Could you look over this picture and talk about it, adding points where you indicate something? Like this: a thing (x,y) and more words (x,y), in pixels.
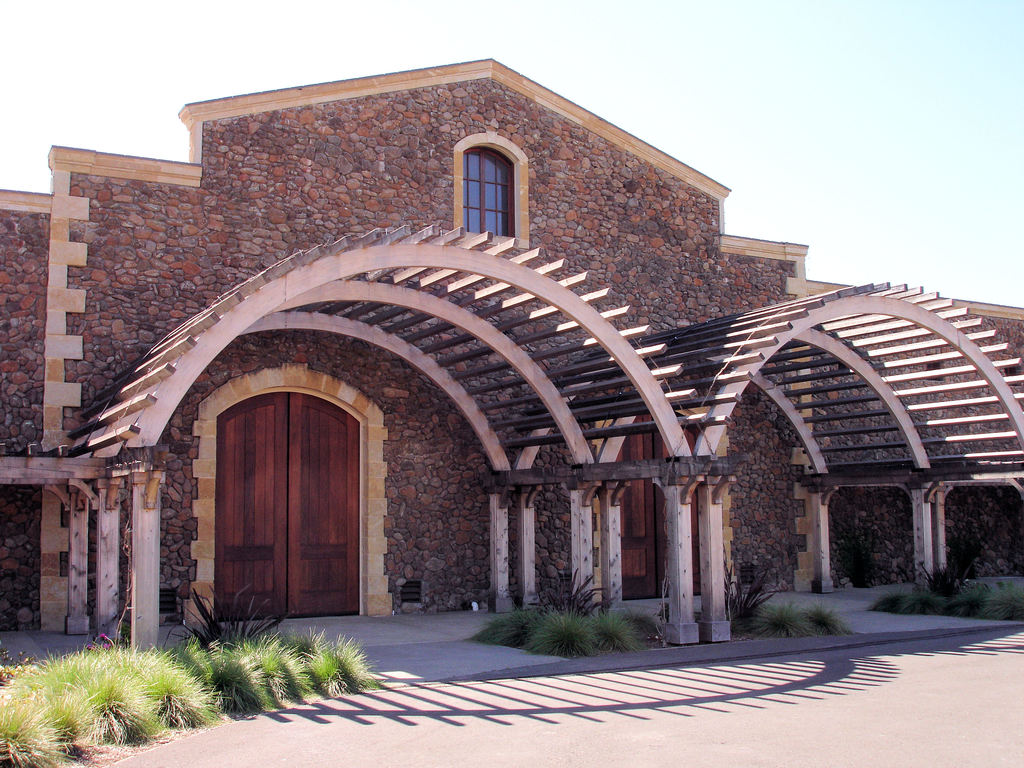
In this picture we can see a house (488,356), in front of the house (411,591) we can find few plants (604,643).
